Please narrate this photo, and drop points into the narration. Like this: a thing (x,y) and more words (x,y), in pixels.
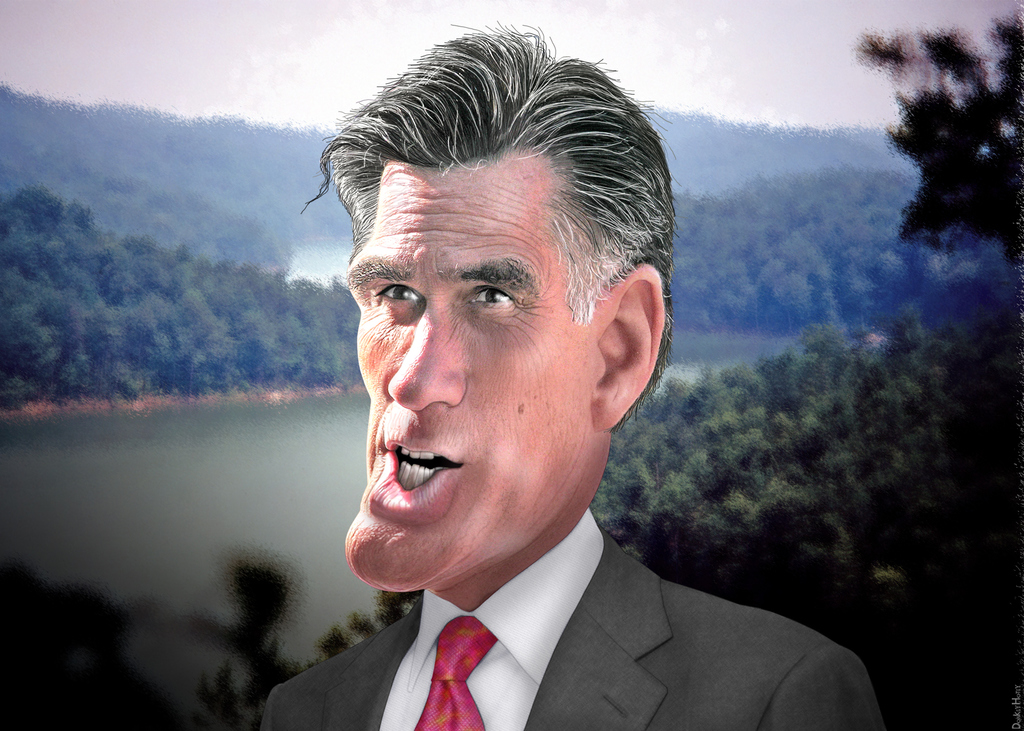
In this picture there is a person (588,442) wearing suit (714,645) and there are trees (767,378) and water (161,473) in the background (284,316).
